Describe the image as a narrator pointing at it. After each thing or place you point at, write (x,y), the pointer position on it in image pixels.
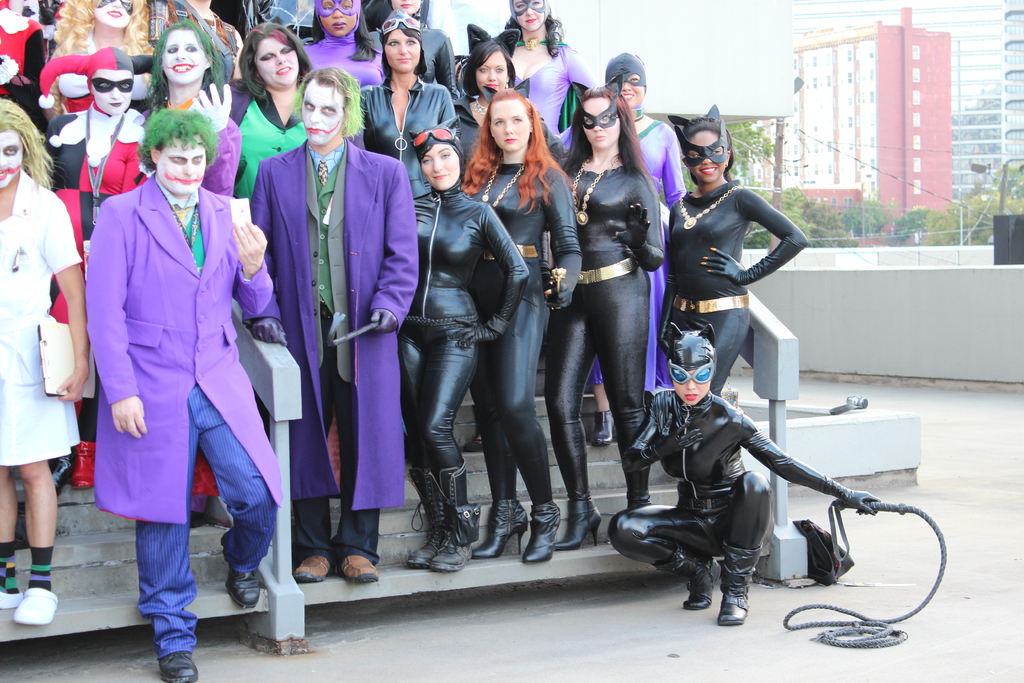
In this picture we can see group of people (402,148), they wore costumes (327,306), in the background (845,232) we can see few trees (973,226) and buildings (953,121), and also we can see few poles (962,213).
